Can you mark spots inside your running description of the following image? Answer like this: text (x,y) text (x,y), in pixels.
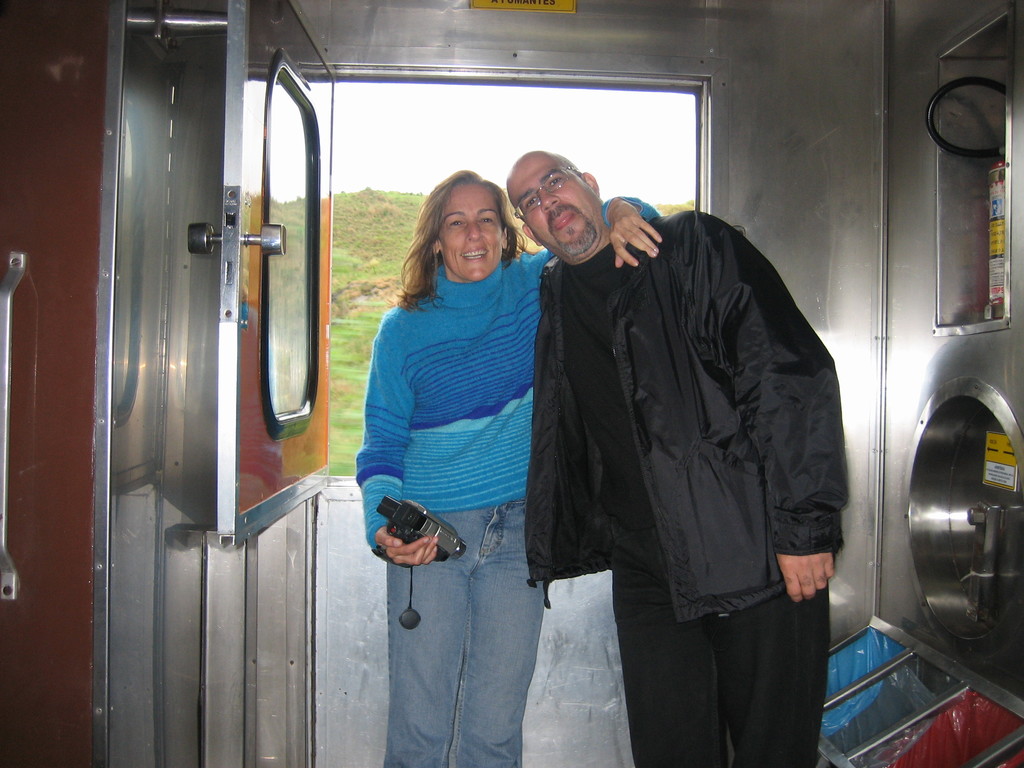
In this picture we can see two people (415,642), fire extinguisher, door (312,247), wall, some objects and a woman (485,691) holding a camera (437,525) with her hand (386,549) and in the background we can see the grass (344,234) and the sky (454,124).
